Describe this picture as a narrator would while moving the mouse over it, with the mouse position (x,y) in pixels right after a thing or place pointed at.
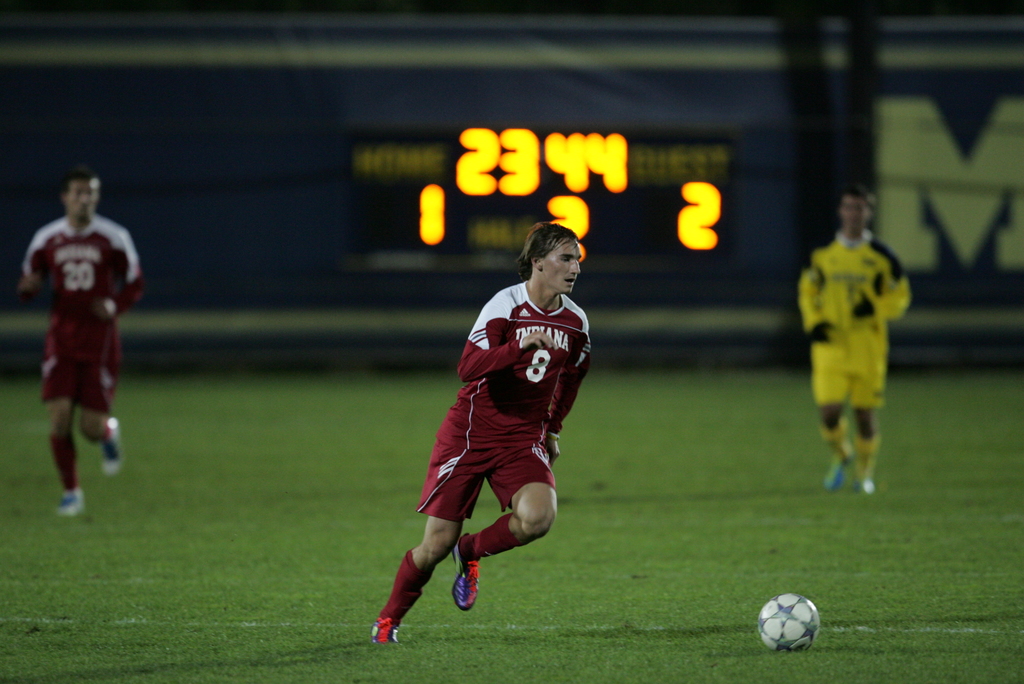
In the center of the image (510,355) we can see three people (529,480) playing football. At the bottom (802,622) there is a ball (783,624). In the background (456,193) there is a board (433,215).
